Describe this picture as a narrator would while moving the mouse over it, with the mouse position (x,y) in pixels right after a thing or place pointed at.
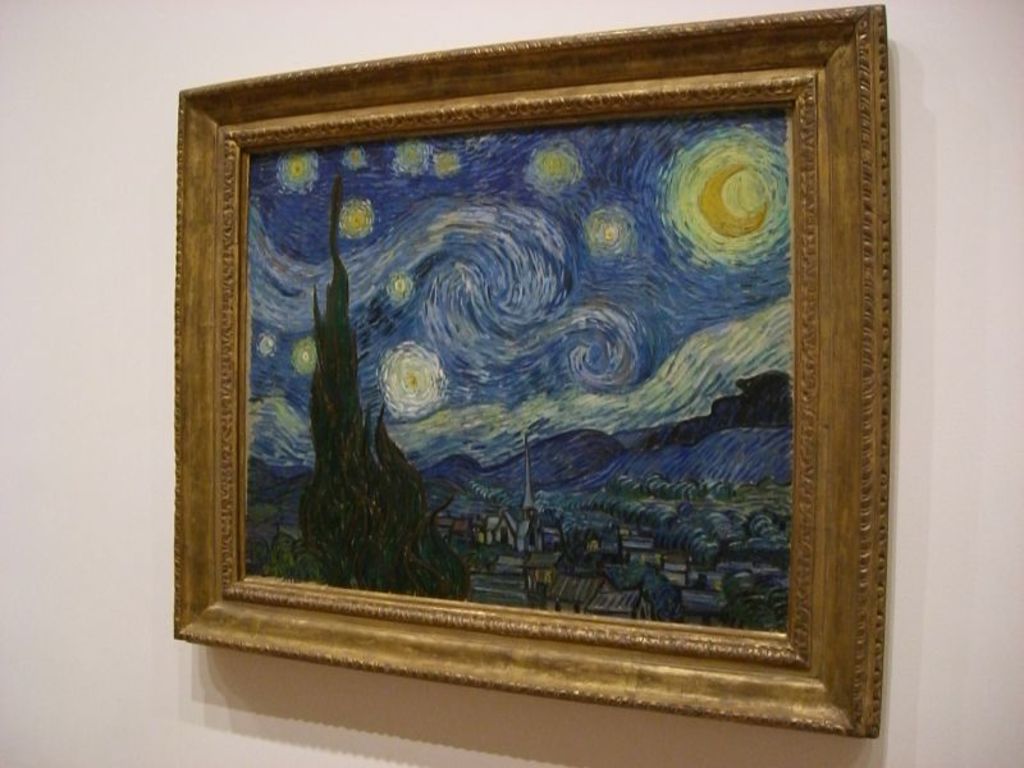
In this picture we can see a painted frame (789,397) to the wall (111,739).
